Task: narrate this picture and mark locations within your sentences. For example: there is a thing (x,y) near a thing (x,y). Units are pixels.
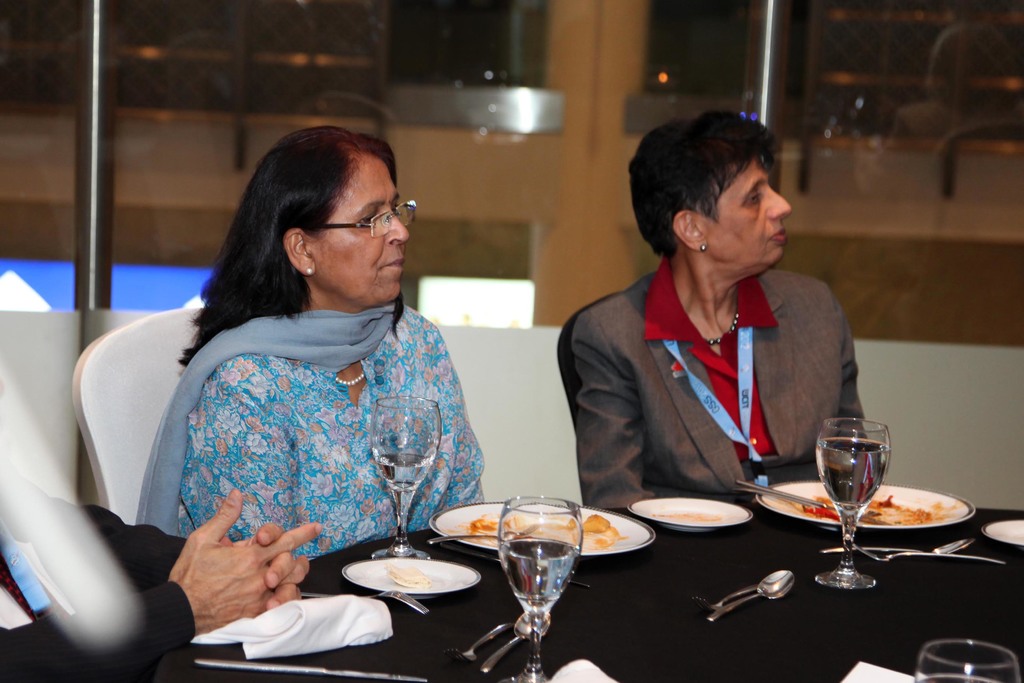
In this image, we can see people (712,301) sitting and wearing id cards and one of them is wearing glasses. At the bottom (450,522), we can see plates (437,527) with food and there are spoons (887,550), forks (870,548), tissues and there are glasses (850,511) containing liquid (859,485). In the background (215,100), there are rods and glass doors (541,118) and there is a wall (514,424).
